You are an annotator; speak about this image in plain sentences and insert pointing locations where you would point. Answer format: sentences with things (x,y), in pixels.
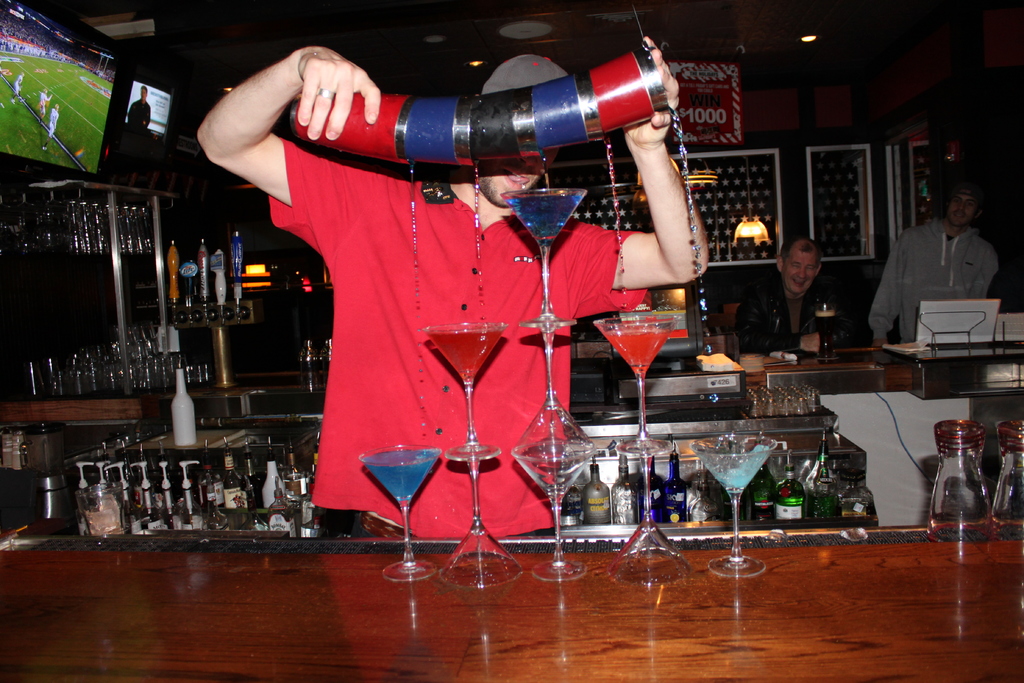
This image consists of a man (390,396) wearing red shirt (419,245). He is pouring cocktails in the glasses (541,447). It looks like a bar counter (208,551). To the left (74,102), top, there is a TV (103,102). In the background (797,254), there are many bottle (590,519) and two persons (806,323), one sitting and one standing. At the bottom (582,658), there is a table (467,665).
